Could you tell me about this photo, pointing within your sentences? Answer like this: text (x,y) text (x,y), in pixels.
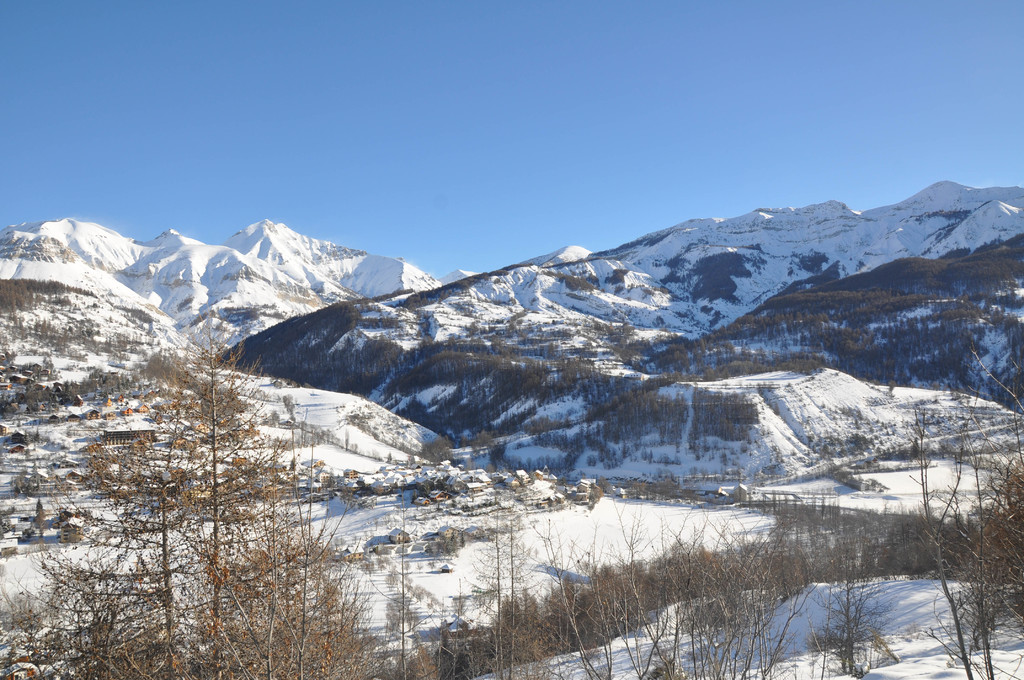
In this image we can see some trees (269,527), snow (602,565) and in the background of the image (416,294) there are some snow mountains (535,398) and clear sky (427,179).
